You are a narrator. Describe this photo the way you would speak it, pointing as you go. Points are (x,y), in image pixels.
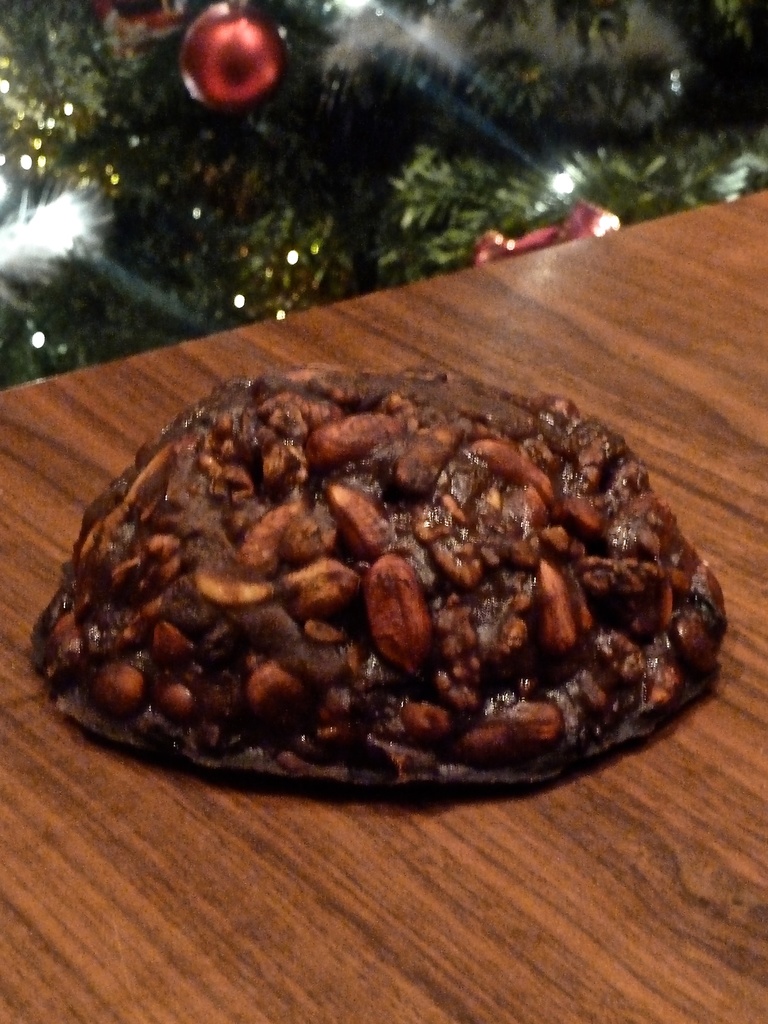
In this picture there is food (558,451) on the table (553,334). At the back (443,159) there is a Christmas tree (484,216) and there is a ball (229,63) on the tree (274,272).
